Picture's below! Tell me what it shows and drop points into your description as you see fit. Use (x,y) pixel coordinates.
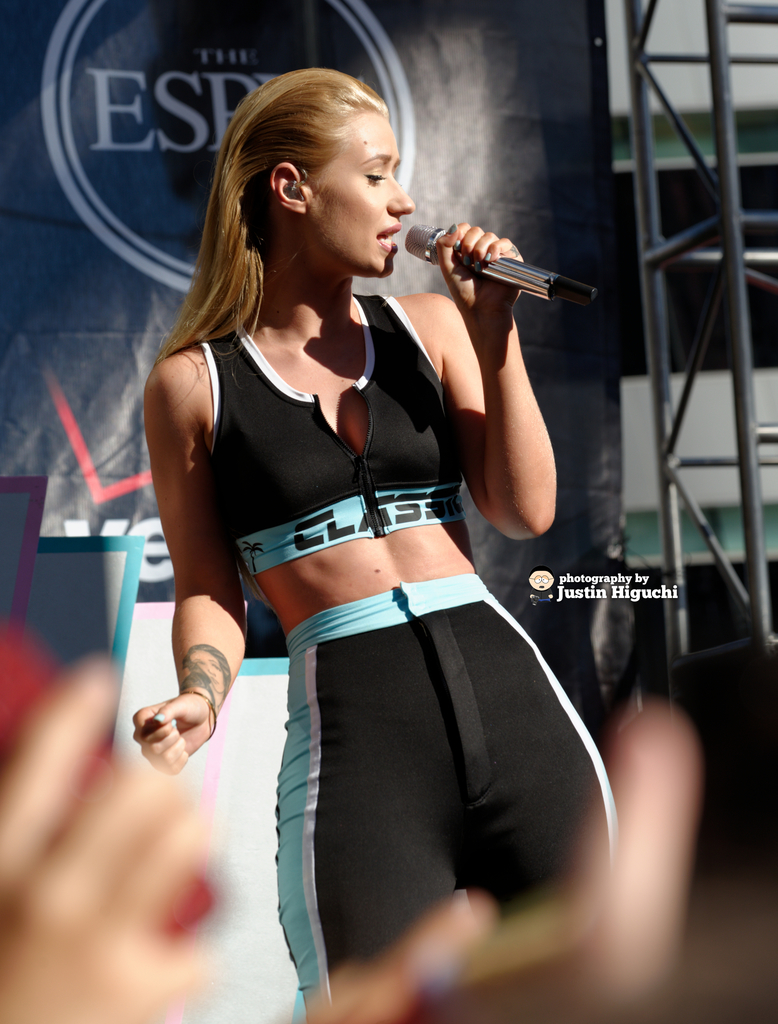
Here we can see a woman (334,447) singing on the mike (557,284). In the background (564,337) there is a banner (539,395).
